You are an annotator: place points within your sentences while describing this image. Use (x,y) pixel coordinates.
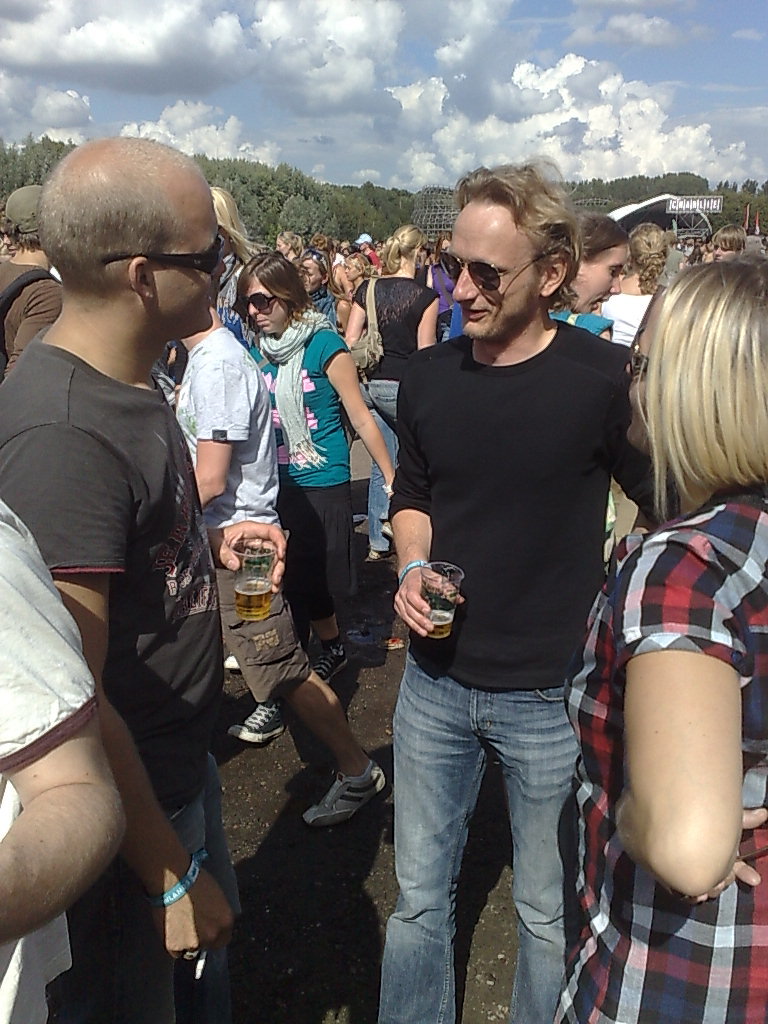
In the center of the image (393,375) we can see group of people (475,381) are there, some of them are wearing bag (368,288) and holding glass (261,618). In the background of the image (760,226) we can see trees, shed (676,223), flag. At the top of the image (328,100) clouds (303,84) are present in the sky (383,129). At the bottom of the image (244,699) there is a ground (385,652).
